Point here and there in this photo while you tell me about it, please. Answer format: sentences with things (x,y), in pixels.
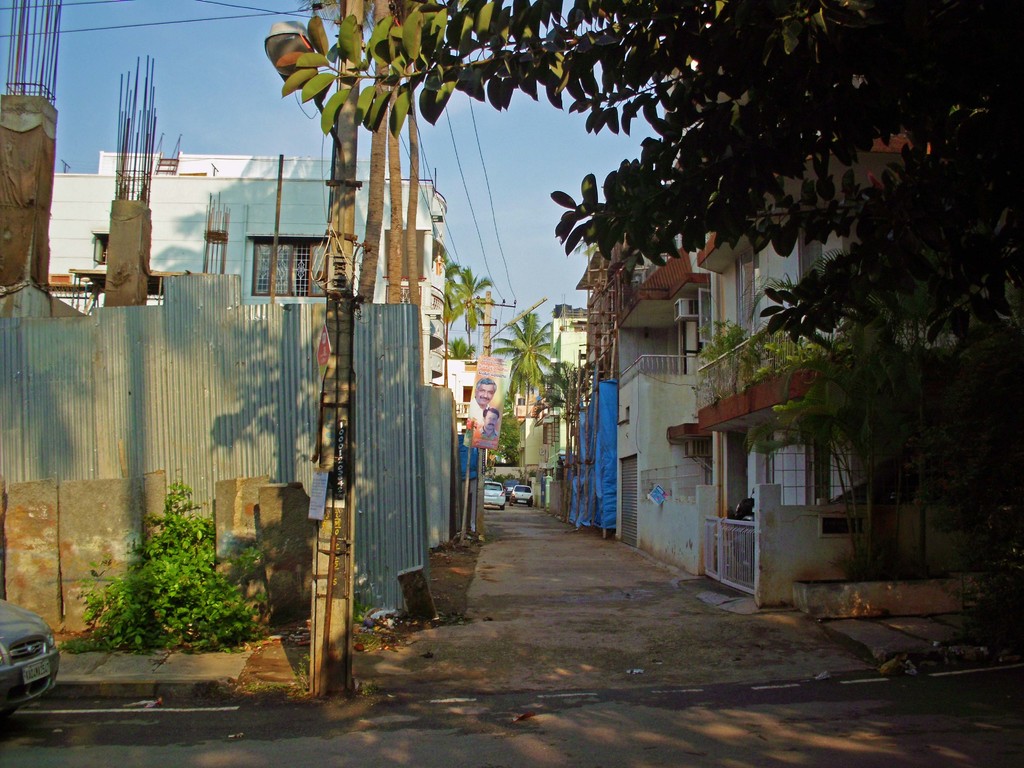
In this image, we can see buildings (455,367), trees (991,524), poles (483,451), banner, walkway (611,624), road (707,716), vehicles (501,486), plants (1006,591) trees (984,564), railings (740,563), grill (747,550), windows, pillars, wires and few objects (591,449). Background (501,170) we can see the sky (507,182). On the left side (13,673) bottom of the image (31,657), we can see a vehicle (27,664) on the road (33,722).
